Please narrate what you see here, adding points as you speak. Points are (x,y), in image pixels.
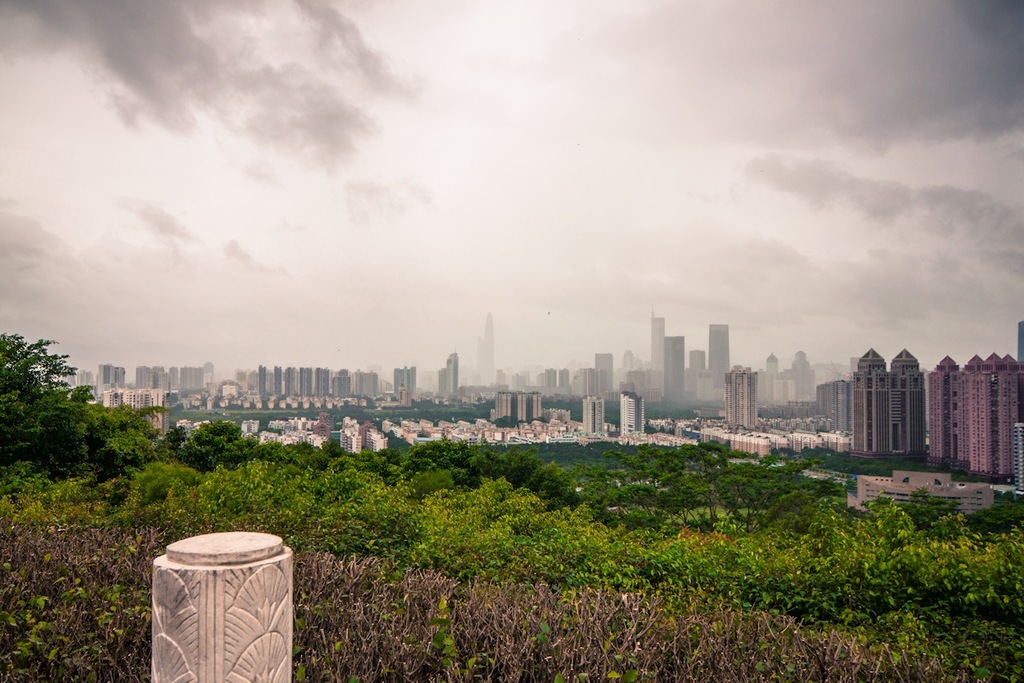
This is an outside view. At the bottom (430,532) there are many plants (615,554) and trees (558,510). In the background (560,386) there are many buildings (559,393). At the top of the image (396,206) I can see the sky (185,48) and clouds (185,48). In the bottom left-hand corner (172,588) there is a pillar (192,604).
